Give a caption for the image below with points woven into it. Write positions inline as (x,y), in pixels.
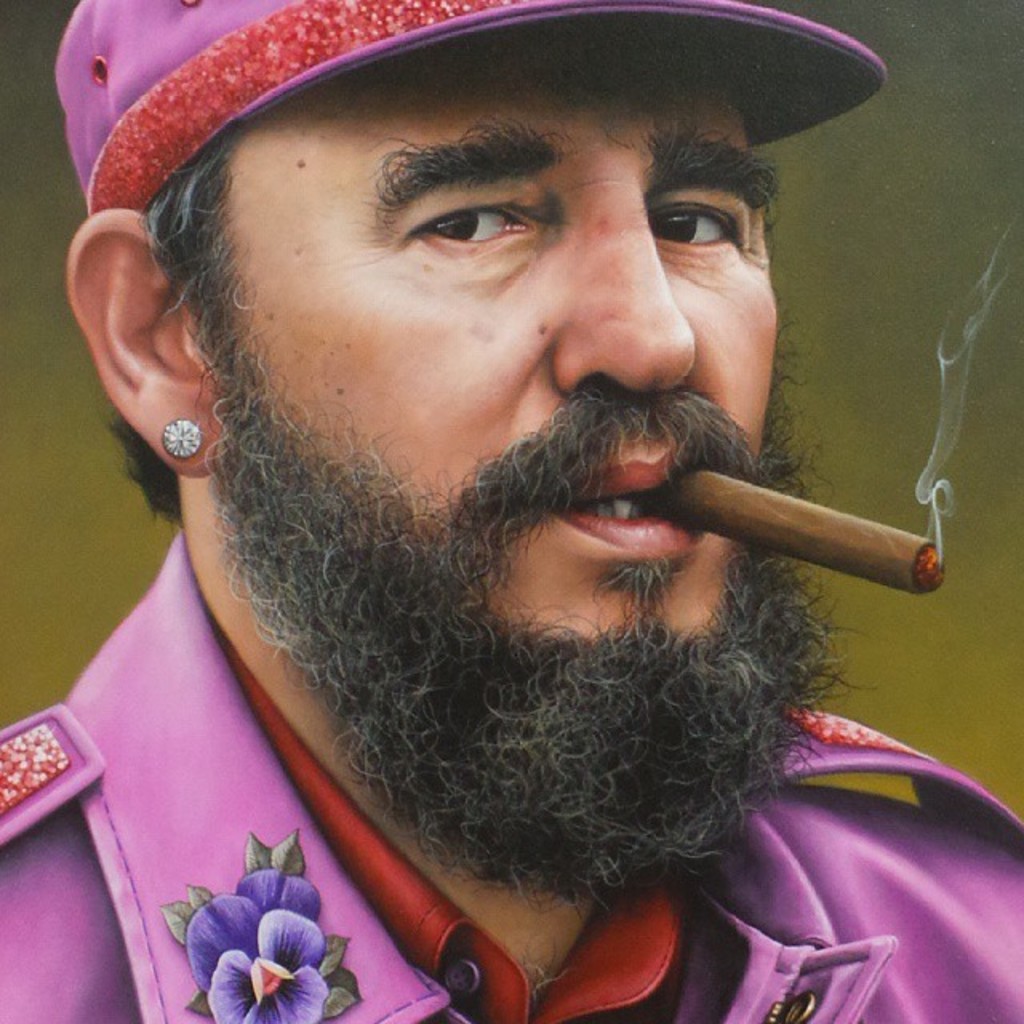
In this picture we can see a man (796,802) wearing a cap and we can see a cigar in his mouth (668,493). We can see smoke (954,400).
